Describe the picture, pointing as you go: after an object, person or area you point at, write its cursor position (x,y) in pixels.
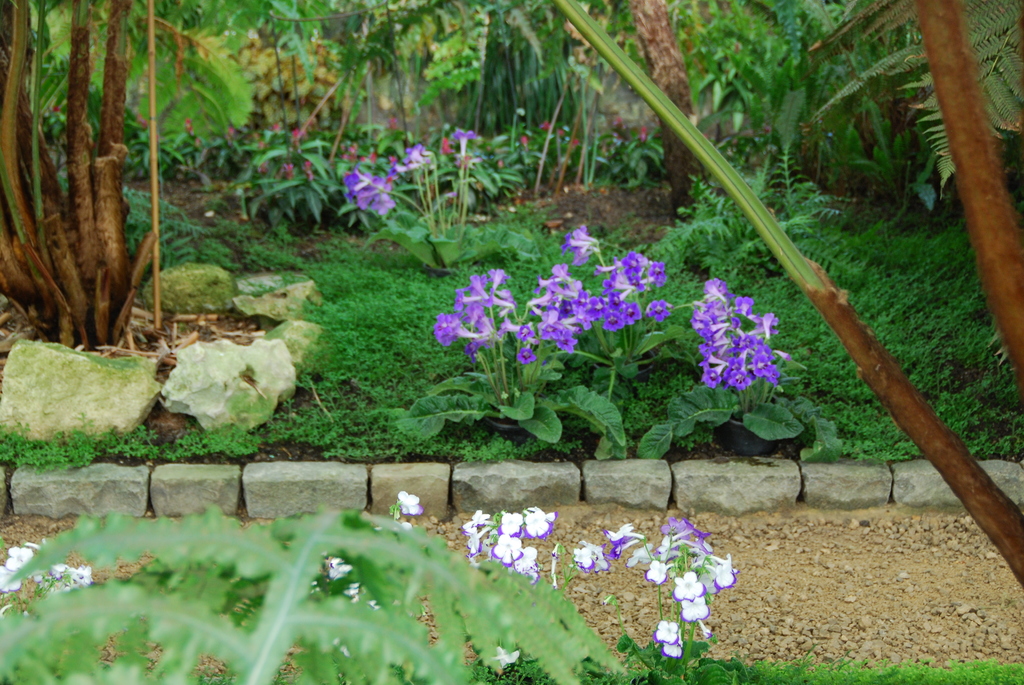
In this image, we can see some plants (534,272) and we can see some flowers (565,301).
